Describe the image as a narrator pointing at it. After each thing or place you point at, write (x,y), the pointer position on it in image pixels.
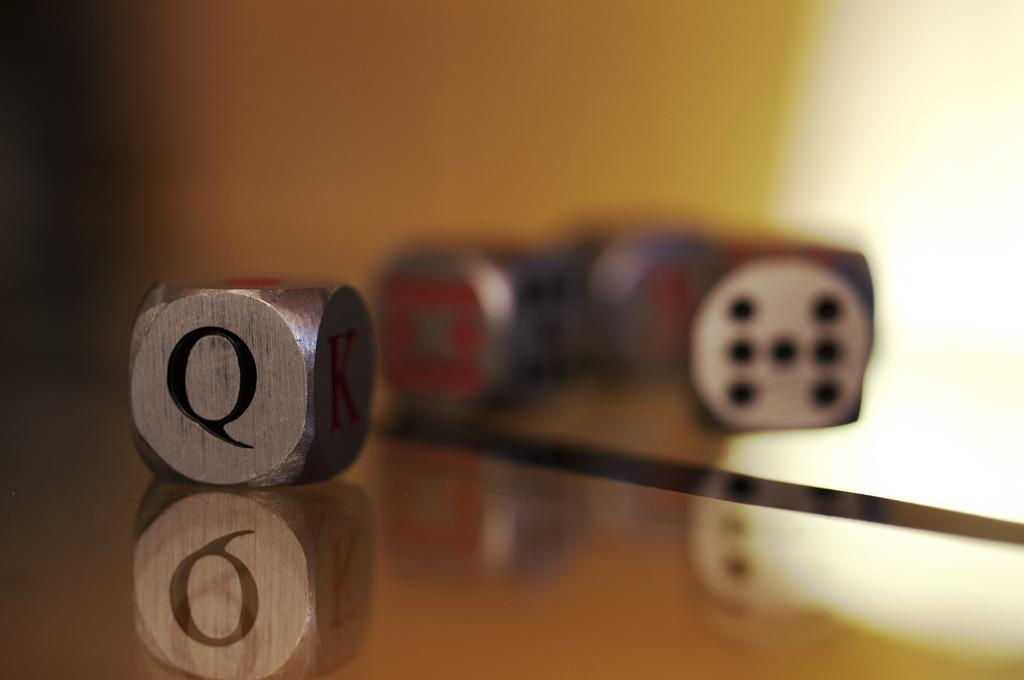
On this surface (580,507) we can see dice (193,320). There is a reflection (562,475) of dice (246,335) on this surface (579,578).
